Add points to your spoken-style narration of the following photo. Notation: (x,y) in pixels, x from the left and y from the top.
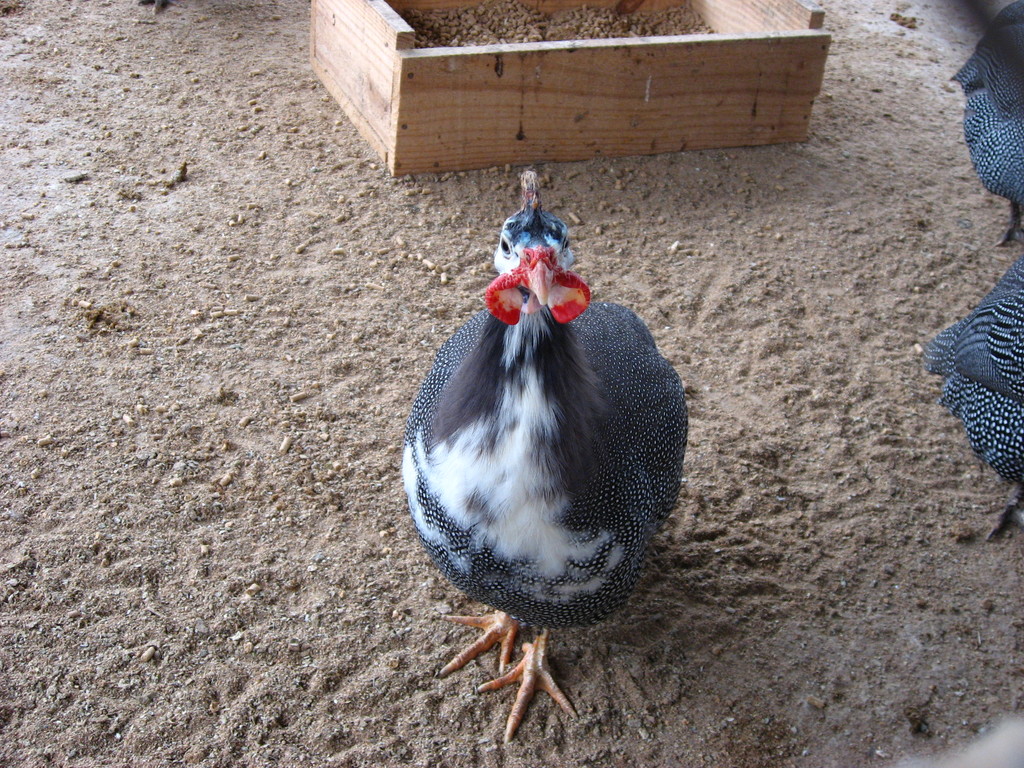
It is a bird (593,441) which is in black and white color and this is sand (189,418), at the top (383,88) it's a wooden box (543,83).
